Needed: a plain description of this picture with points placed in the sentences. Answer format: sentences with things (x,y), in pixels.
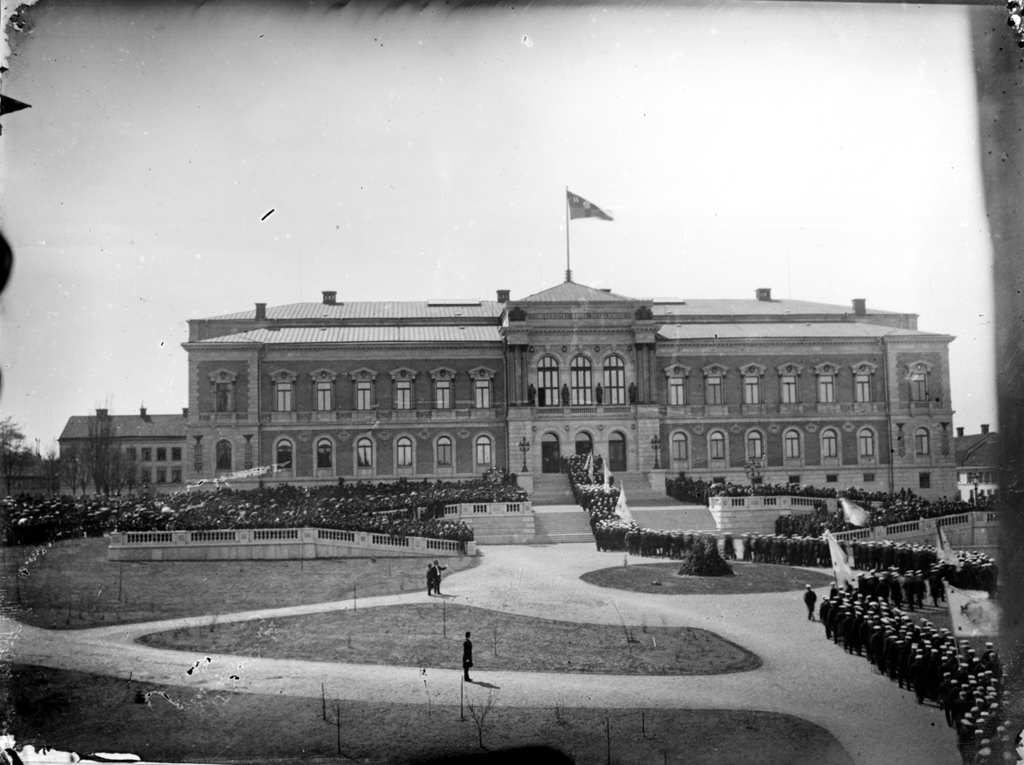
In this image we can see a group of people (896,607) standing on the ground (495,599) holding flags (964,636) in their hands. In the center of the image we can see some persons (437,572) standing. In the background (946,487), we can see a building (560,378) with group of windows (282,389) and a flag (570,203) on the roof (565,293) and the sky (336,195).
